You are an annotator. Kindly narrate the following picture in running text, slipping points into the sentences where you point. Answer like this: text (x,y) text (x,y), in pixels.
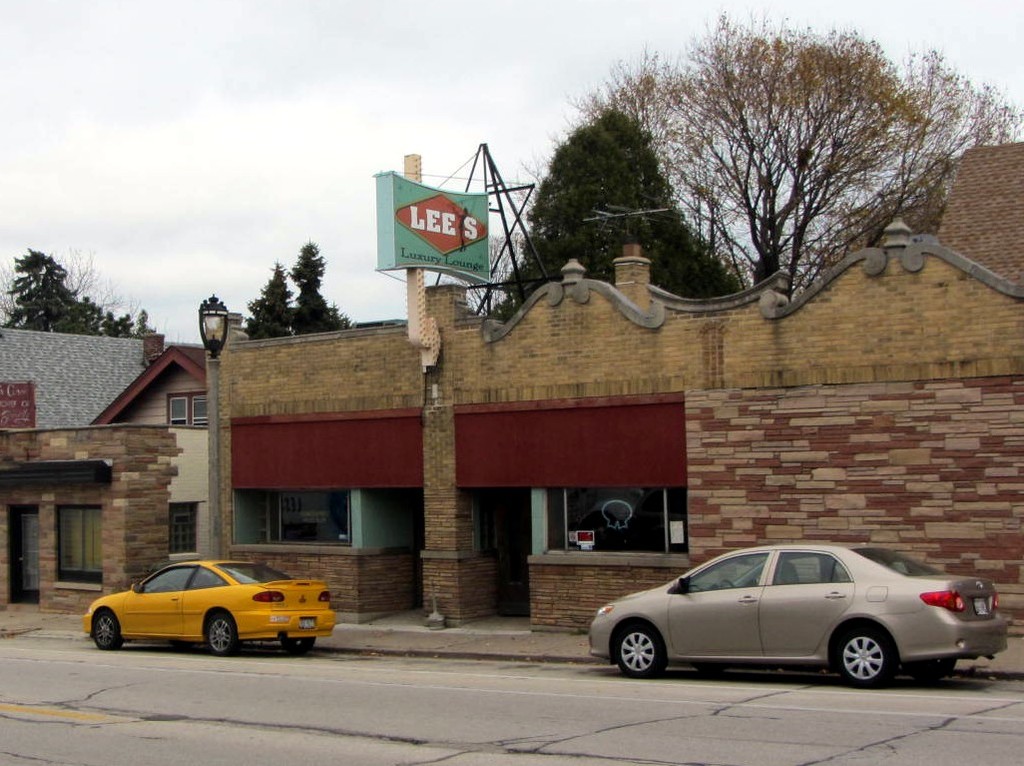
We can see cars (695,595) on the road (264,708) and we can see wall (158,432), house (78,368), board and light (204,316). In the background (258,316) we can see trees (930,156) and sky (214,94).
